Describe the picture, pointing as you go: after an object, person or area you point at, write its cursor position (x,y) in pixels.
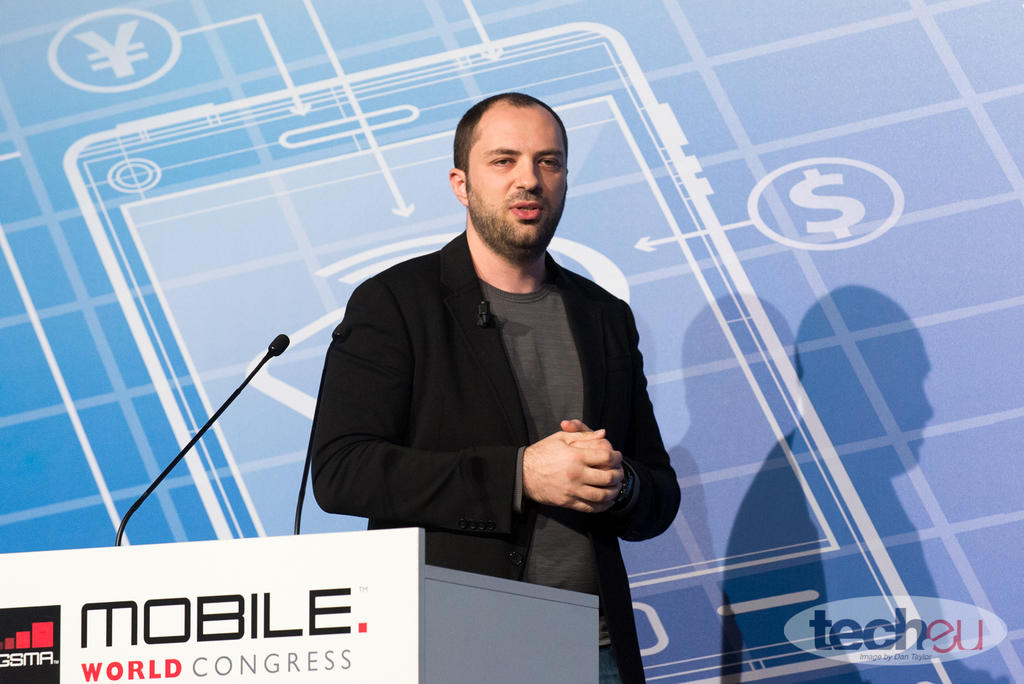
This image consists of a man (519,508) wearing a black suit (504,566). In front of him, we can see a podium (185,573) along with the mic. And we can see the text (215,660) on the podium (369,627). In the background (286,136), it looks like a screen (762,383) or a banner (893,528).
